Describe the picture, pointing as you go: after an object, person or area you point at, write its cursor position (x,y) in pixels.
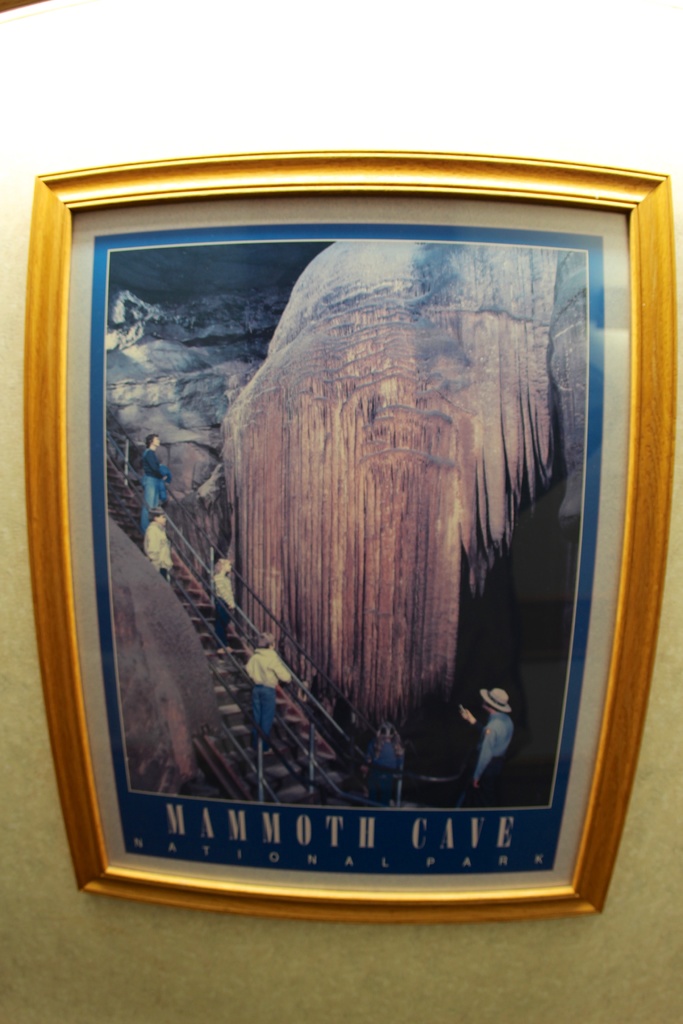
This is a photo frame (313,650), which is attached to the wall (150,118). This frame (148,176) is gold in color. I can see the picture (239,697) of the people (157,506) standing. This looks like a cave (295,473). I can see the letters (275,813) on the image.
